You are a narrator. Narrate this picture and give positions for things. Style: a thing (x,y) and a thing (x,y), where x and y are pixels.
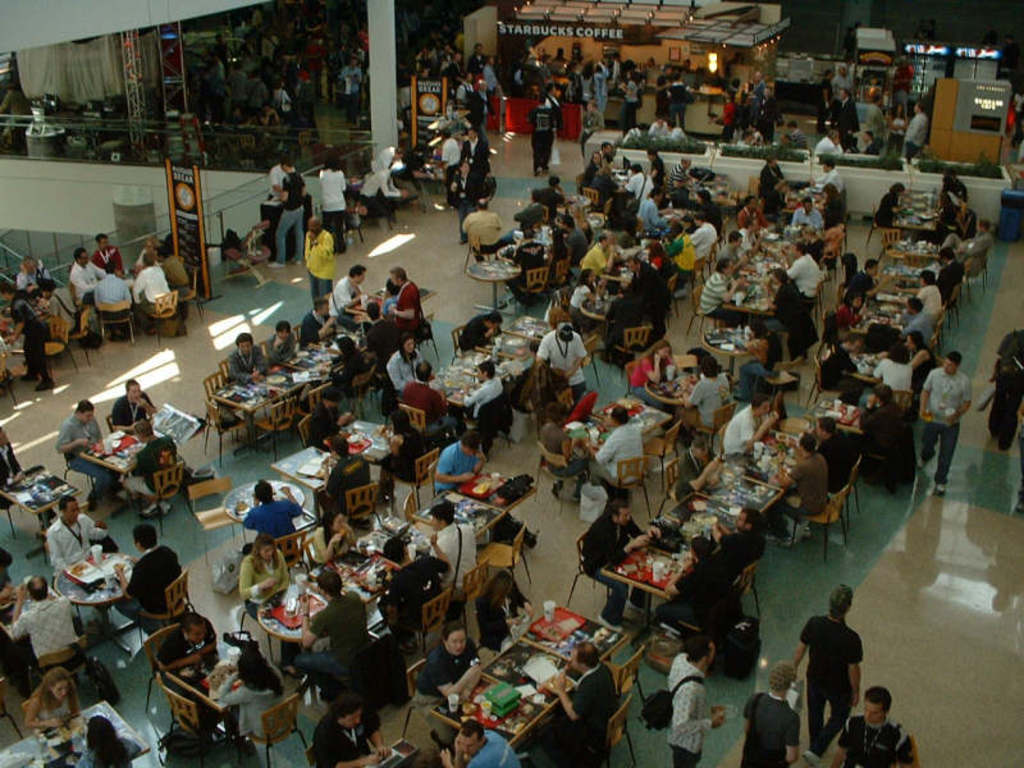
In this picture we can see the view of the restaurant (542,663). In the front (499,643) there are men (452,536) and women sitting and eating the food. Behind we can see the starbucks coffee shop (646,97).
